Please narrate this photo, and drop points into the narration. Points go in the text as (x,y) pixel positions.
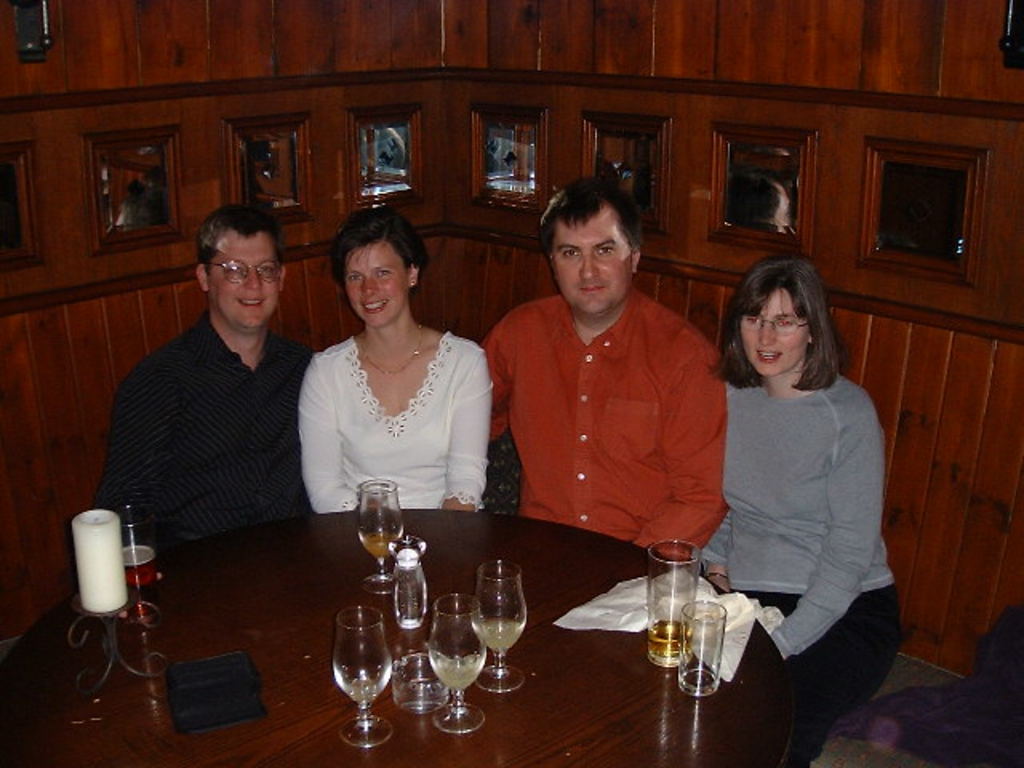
In this picture we can see four persons (403,372) sitting on a sofa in front of a table (195,618) and on the table (620,683) we can see drinking glasses (651,650), empty glasses (421,691), a candle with stand (146,677), tissue paper (629,621).
